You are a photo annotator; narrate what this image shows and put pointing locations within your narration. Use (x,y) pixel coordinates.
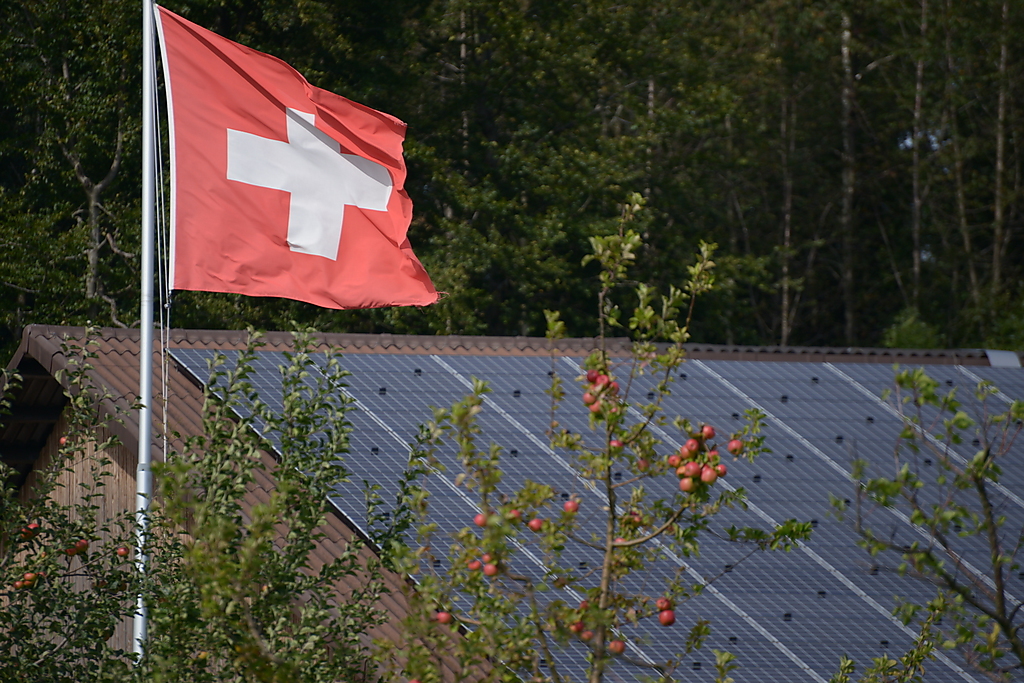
In this image we can see a house (514,419), there are some trees (210,482) and fruits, also we can see a flag (294,279) to the pole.
